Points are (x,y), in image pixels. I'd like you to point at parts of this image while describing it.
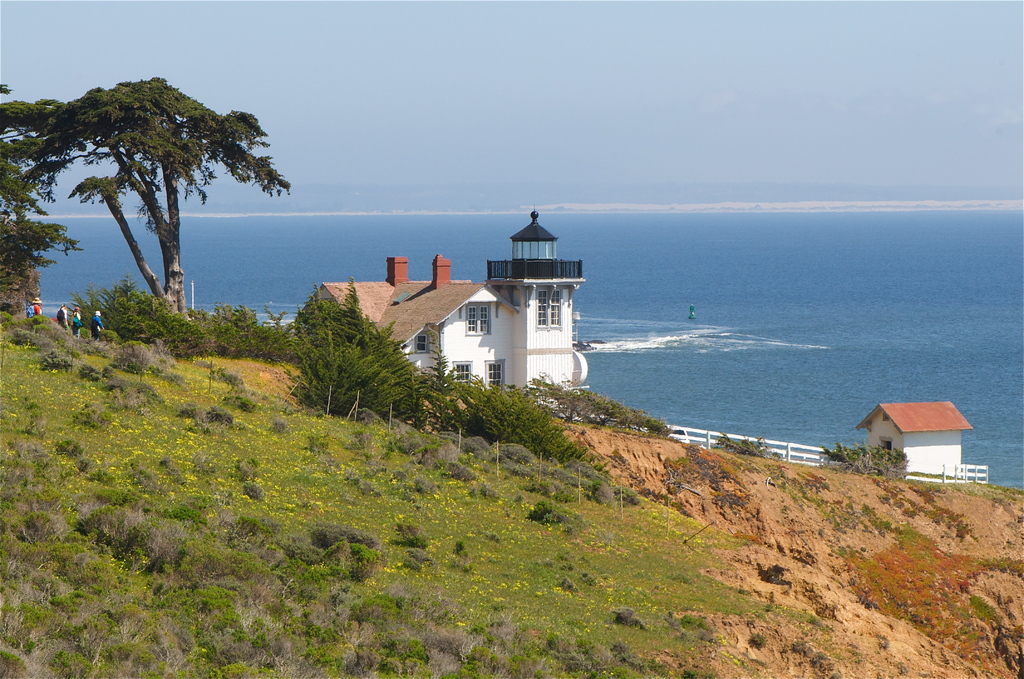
In this picture I can see there is a mountain (861,487), there are few buildings (913,430), there are plants (372,488), grass (471,456), trees (174,255) and there a group of people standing at left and there is a ocean (563,227) on to right side (697,270).
